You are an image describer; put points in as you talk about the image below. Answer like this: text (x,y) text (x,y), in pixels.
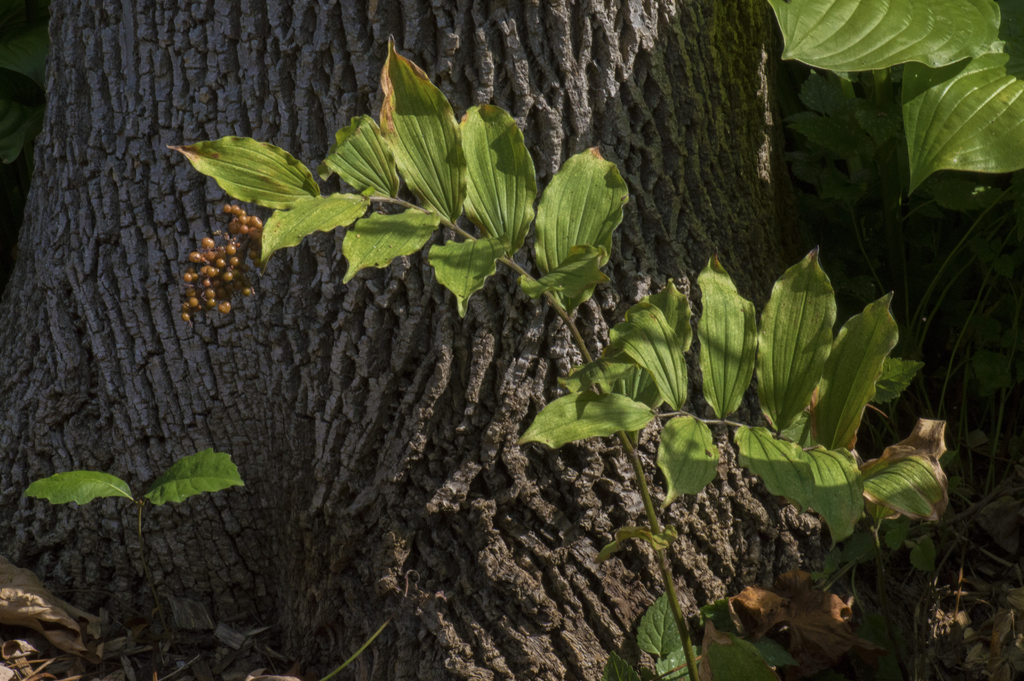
This is the picture of a plant (446,216) to which there are some things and behind there is a tree trunk (462,567).
